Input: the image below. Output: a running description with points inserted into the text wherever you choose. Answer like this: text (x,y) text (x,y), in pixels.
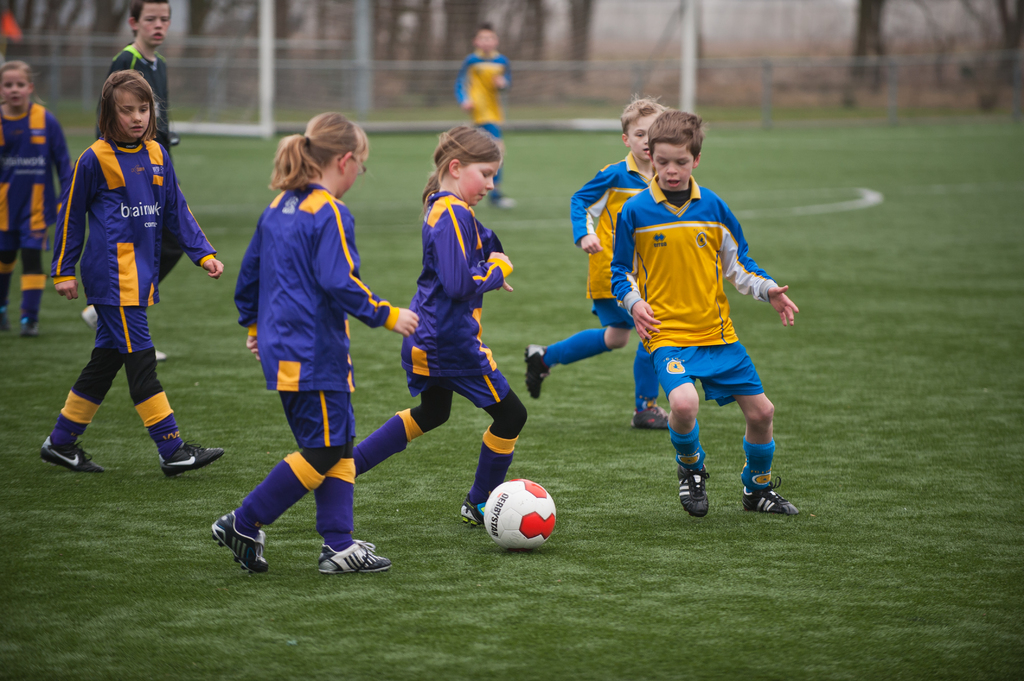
In this picture there are many kids (137,230) playing and among them there is a blue color team (646,212) and a violet color team (471,258) playing. In the background (135,55) we also observe a goalkeeper (150,44) standing.
